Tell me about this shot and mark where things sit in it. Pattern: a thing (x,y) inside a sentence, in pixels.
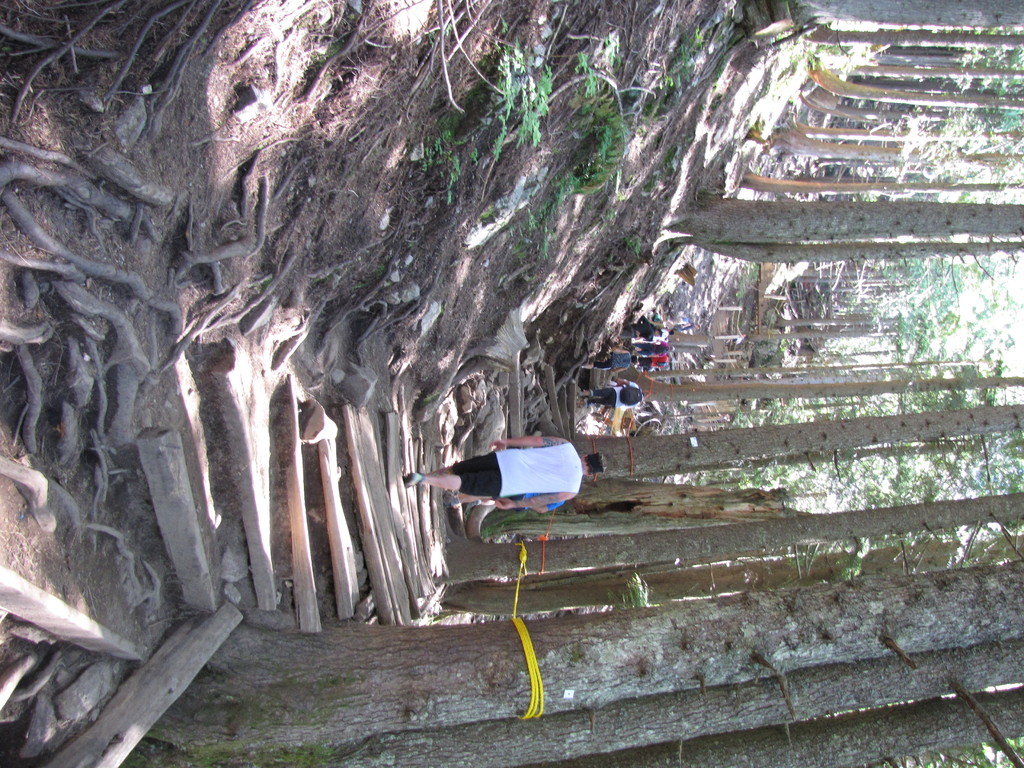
This picture is clicked outside. In the center (642,367) we can see the group of persons (564,441) walking on the ground (363,556) and we can see the wooden objects (269,536). In the background (927,411) we can see the trees (914,442) and some other objects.
